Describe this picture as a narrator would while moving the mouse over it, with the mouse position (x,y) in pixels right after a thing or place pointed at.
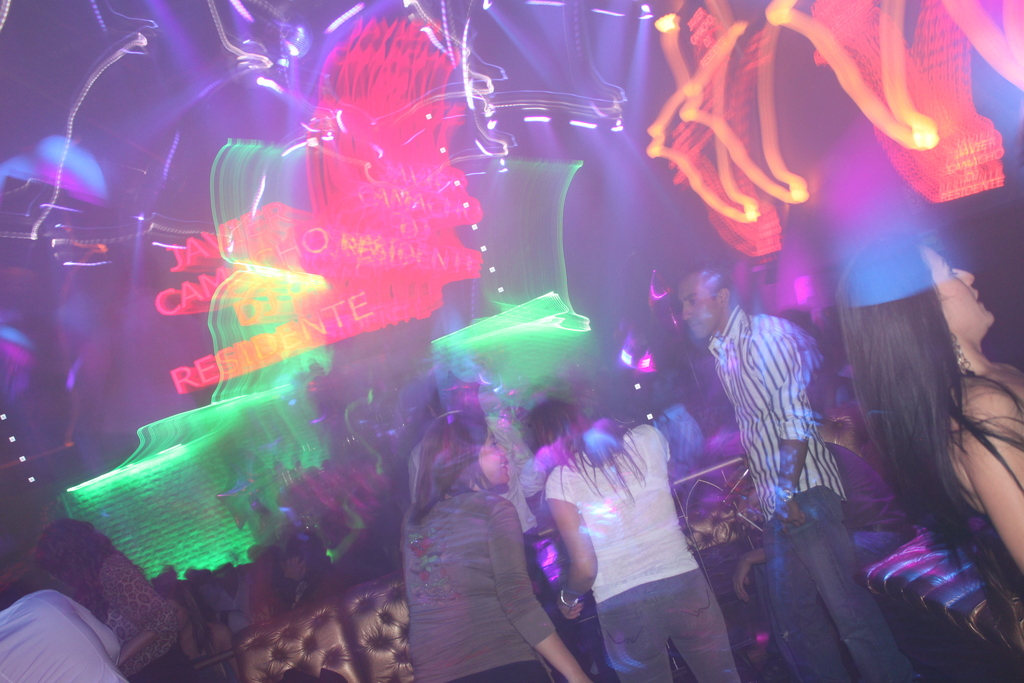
In this image we can see the people (856,267). We can also see the seats (392,630) and also the electric lights (454,47).
